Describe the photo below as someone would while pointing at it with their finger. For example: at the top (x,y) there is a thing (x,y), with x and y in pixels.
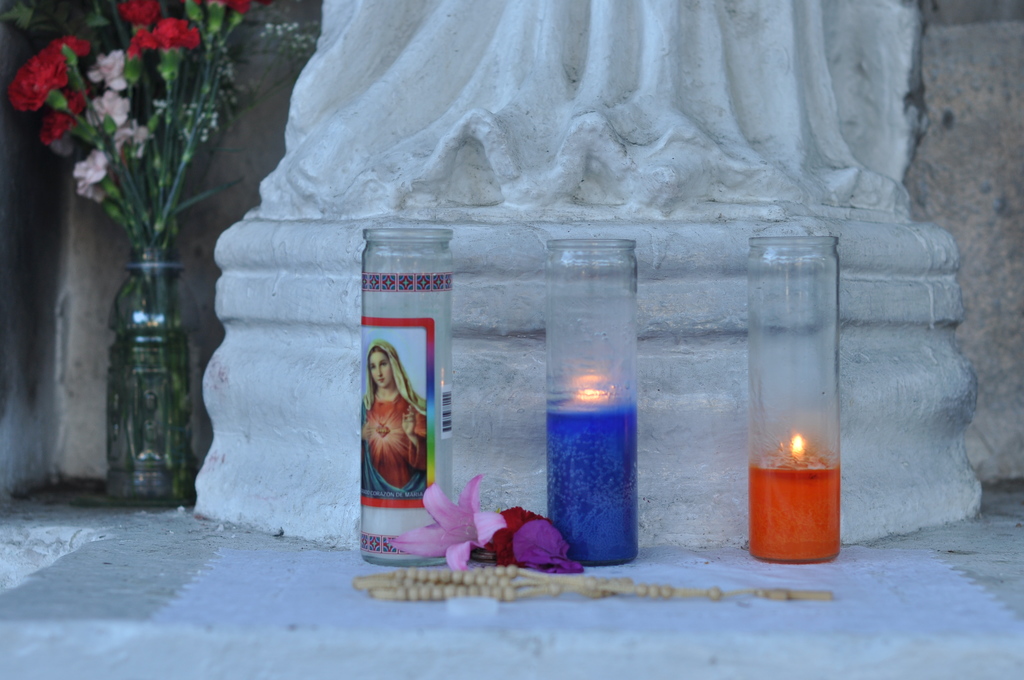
In this picture consists of stone carving (355,149), in front (379,394) it I can see three bottles (389,402), in the bottle (835,406) I can see a fire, and I can see flowers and there are some flowers (174,94) kept on it visible on left side (84,173), in the middle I can see a rosary (532,587).
